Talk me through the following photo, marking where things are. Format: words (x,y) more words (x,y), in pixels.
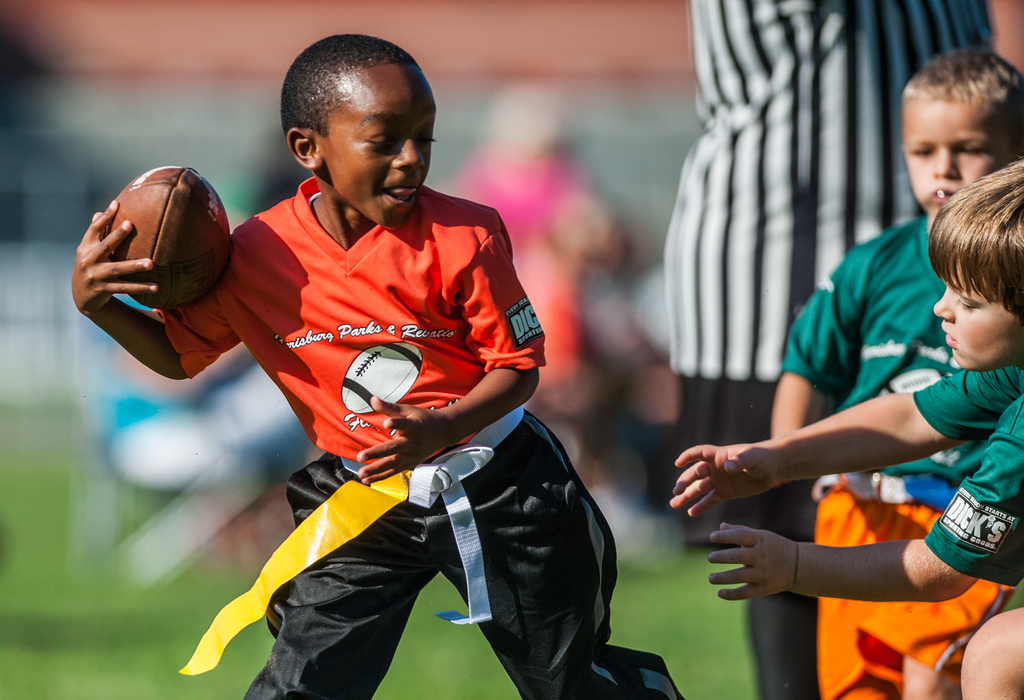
In this image there are the children (922,429) playing a game and a boy (335,318) wearing a red color holding a ball (221,238) on his hand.
